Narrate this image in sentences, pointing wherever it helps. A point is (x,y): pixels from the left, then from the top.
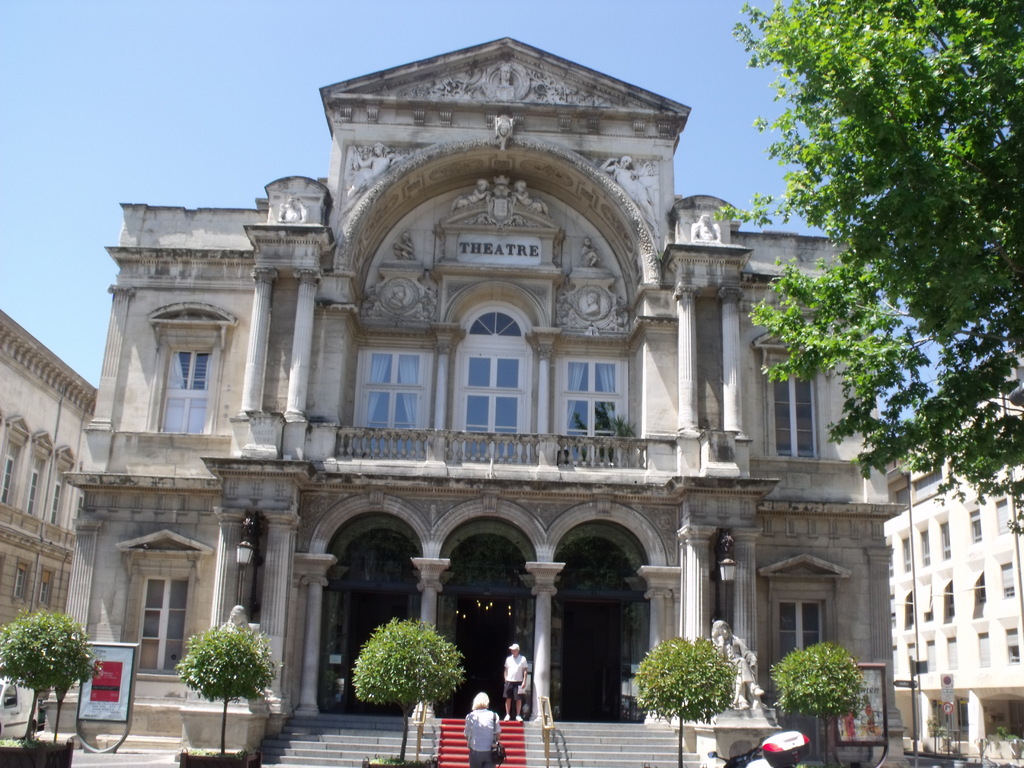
In this image in the front (934,269) on the right side (960,233) there are leaves (914,204). In the center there are plants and there are persons (508,687) and there is a bike (751,756), there are boards (100,664) with some text (100,664) written on it. In the background (160,488) there are buildings (727,515) and there is some text (532,251) written on the wall (500,267) of the building (514,267) which is in the center (498,275). At the top (181,105) we can see sky (505,14).
